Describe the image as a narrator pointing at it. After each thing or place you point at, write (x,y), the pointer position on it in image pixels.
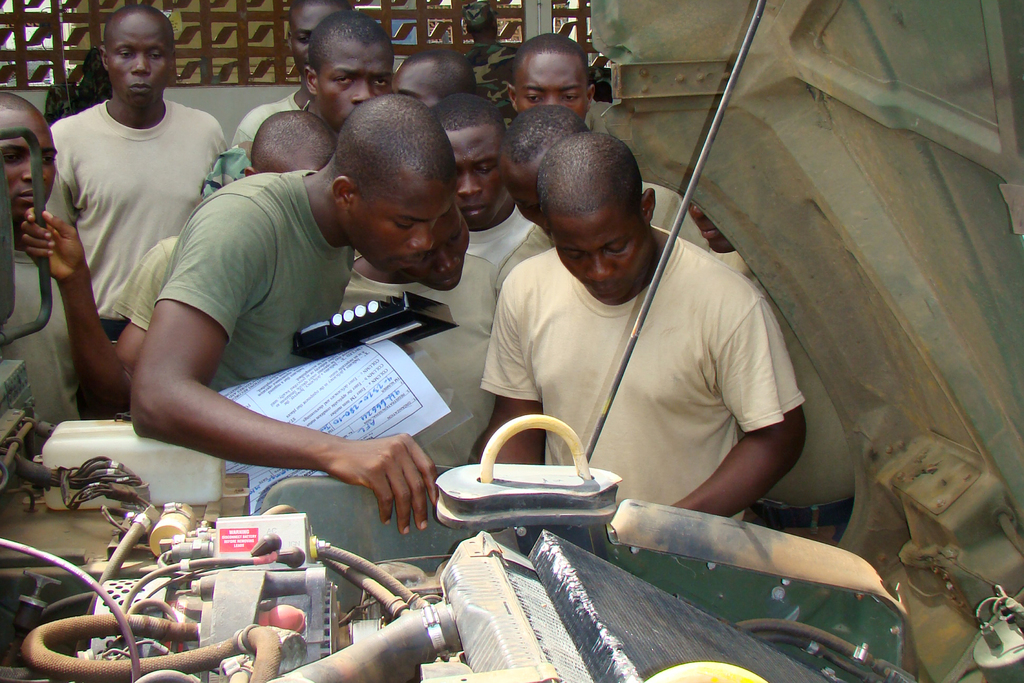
In the image there are few bald headed men (395,184) in tan and green t-shirt (495,275) standing in front of a vehicle (761,529) with its hood (718,182) open inspecting the engine (452,591), over the back there is a wall (242,76).
